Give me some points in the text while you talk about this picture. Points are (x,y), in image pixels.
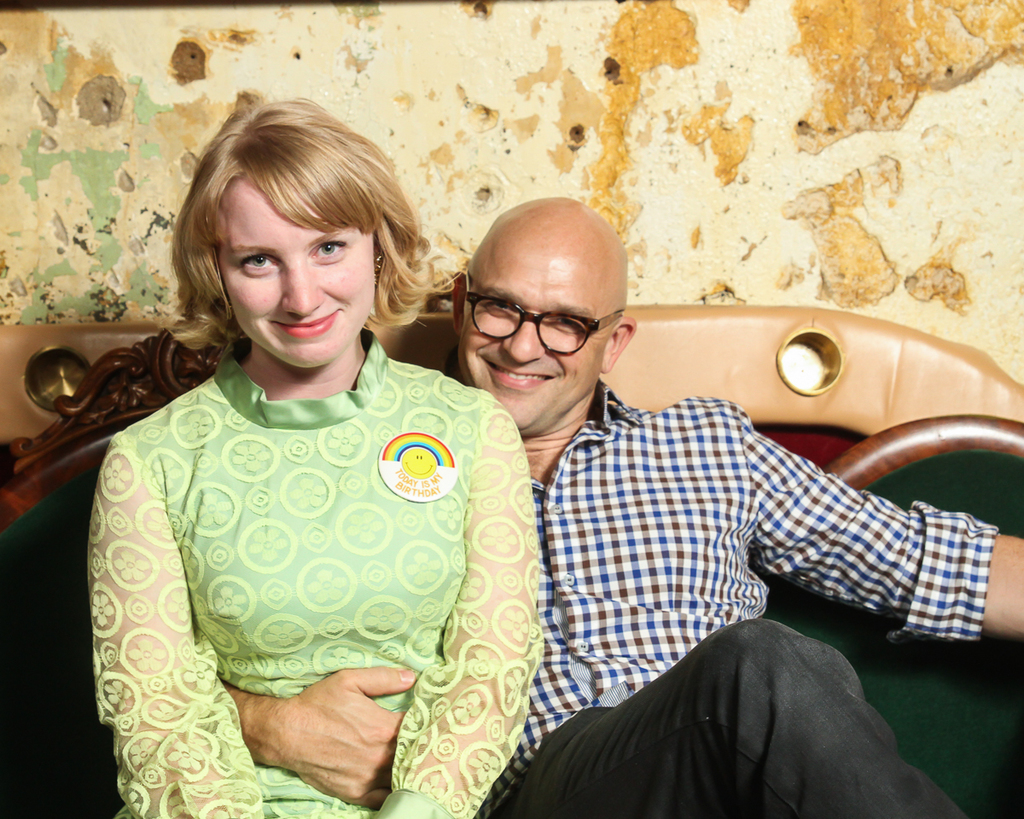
In this image we can see two persons (698,473) sitting in a chair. One person (686,548) is wearing spectacles (550,329). One woman (295,313) is wearing a badge (421,462) with some text (424,482) on it. In the background (170,131), we can see the wall (476,125).
